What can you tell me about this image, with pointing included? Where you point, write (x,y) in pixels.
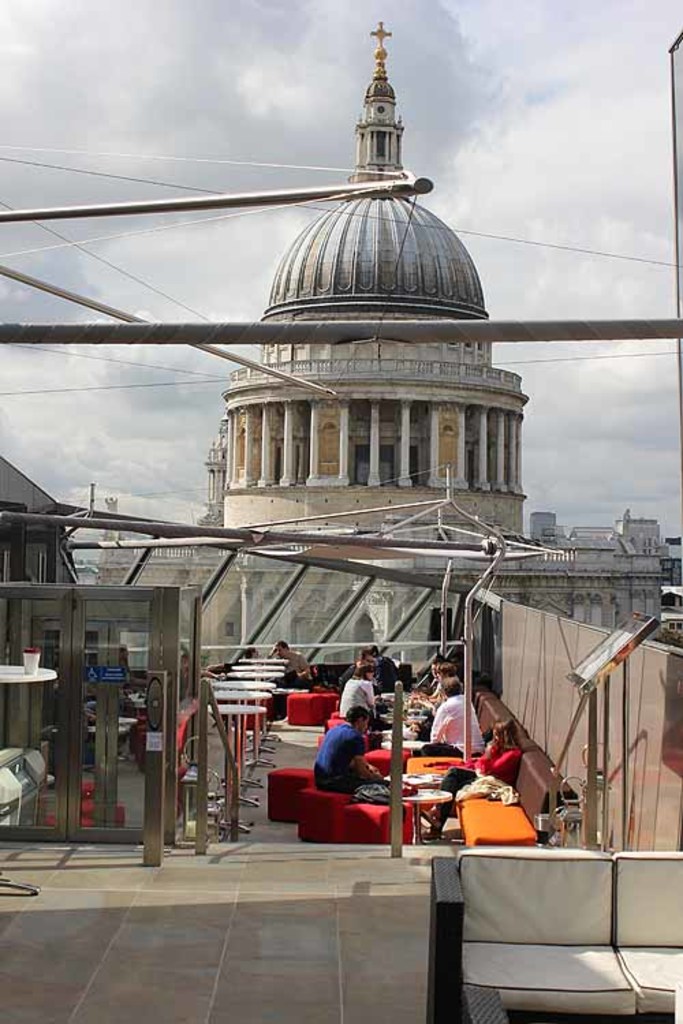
In this picture we can see a chair (474,1002) on the right side (536,917). We can see a few people (357,771) sitting on the chair (361,810). A cup (28,665) is visible on a white object (48,679). There is a text (106,675) seen on a glass object (90,628). We can see a few glass objects (102,624) and rods (232,339). There are some buildings (671,553) visible in the background (607,553). Sky (195,317) is cloudy.
